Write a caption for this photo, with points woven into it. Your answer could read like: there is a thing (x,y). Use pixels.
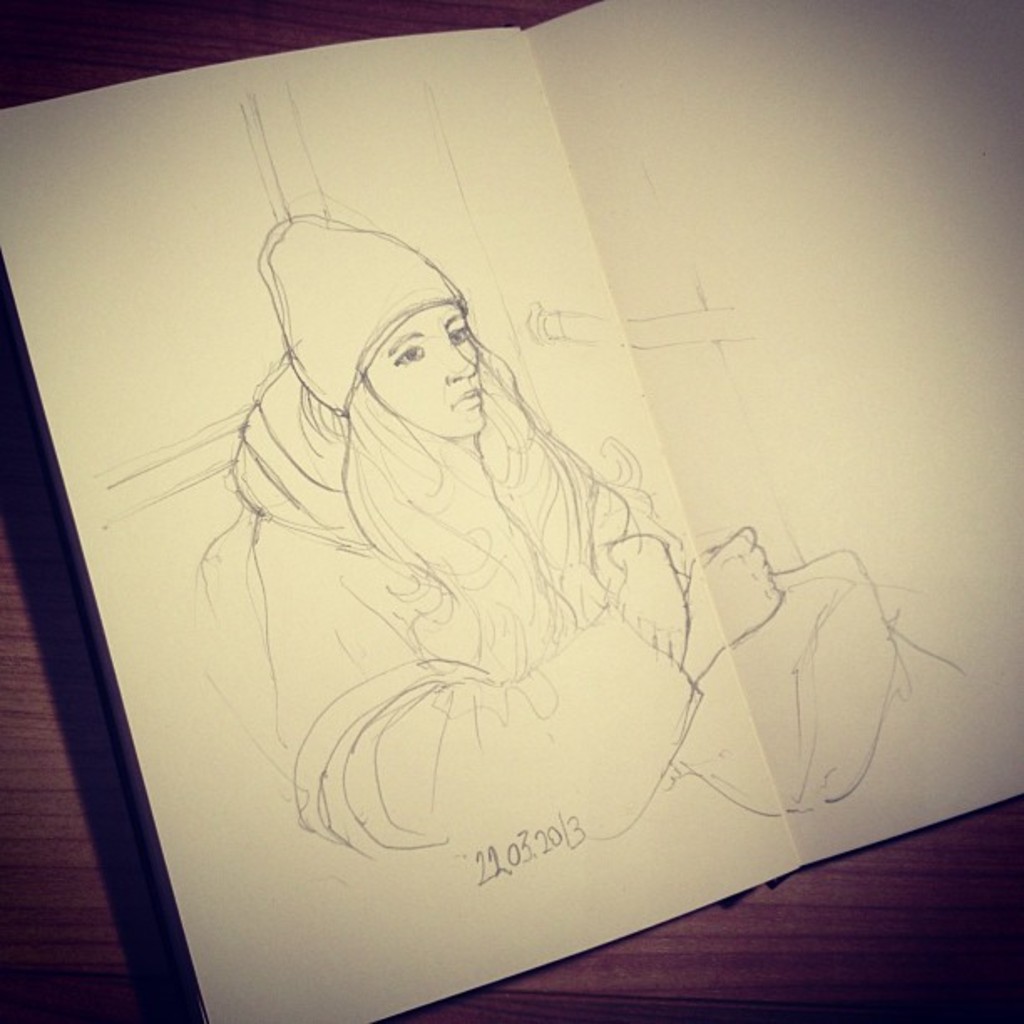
In the image there is pencil art (339,495) of a woman (548,448) in hoodie (255,521) on a table (688,1010).
